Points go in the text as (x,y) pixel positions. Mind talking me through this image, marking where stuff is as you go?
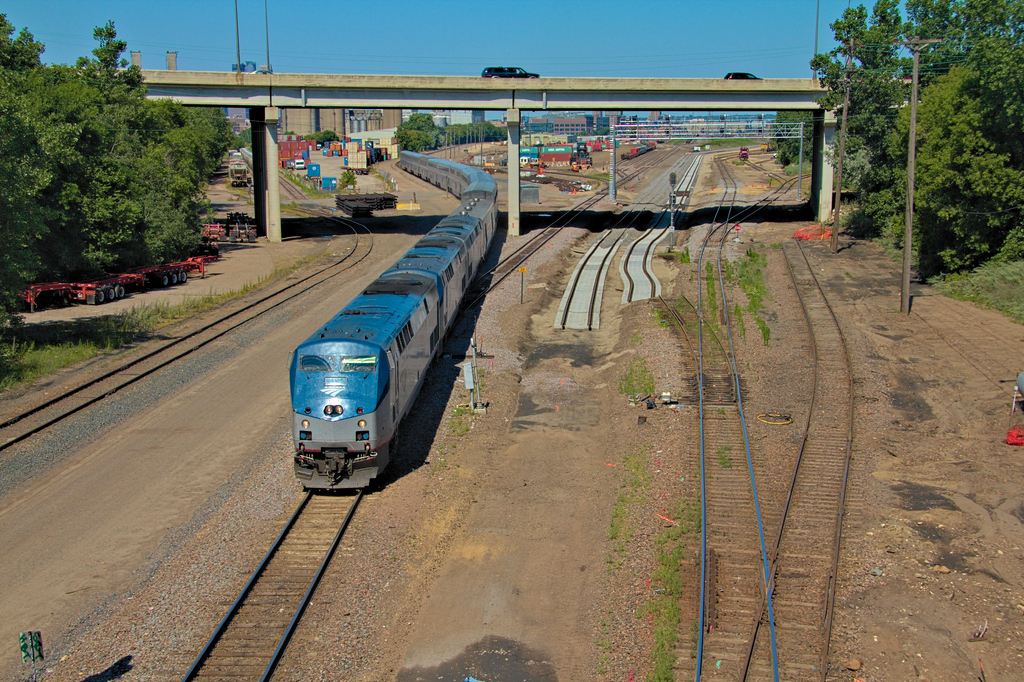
In the background (578,4) we can see the sky (654,5). In this picture we can see the buildings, trees (826,64), plants (299,182), vehicles (735,79), poles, bridge (447,82), pillars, train tracks (299,593), train (411,167) and few objects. On the top of a bridge (618,98) vehicles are visible.
